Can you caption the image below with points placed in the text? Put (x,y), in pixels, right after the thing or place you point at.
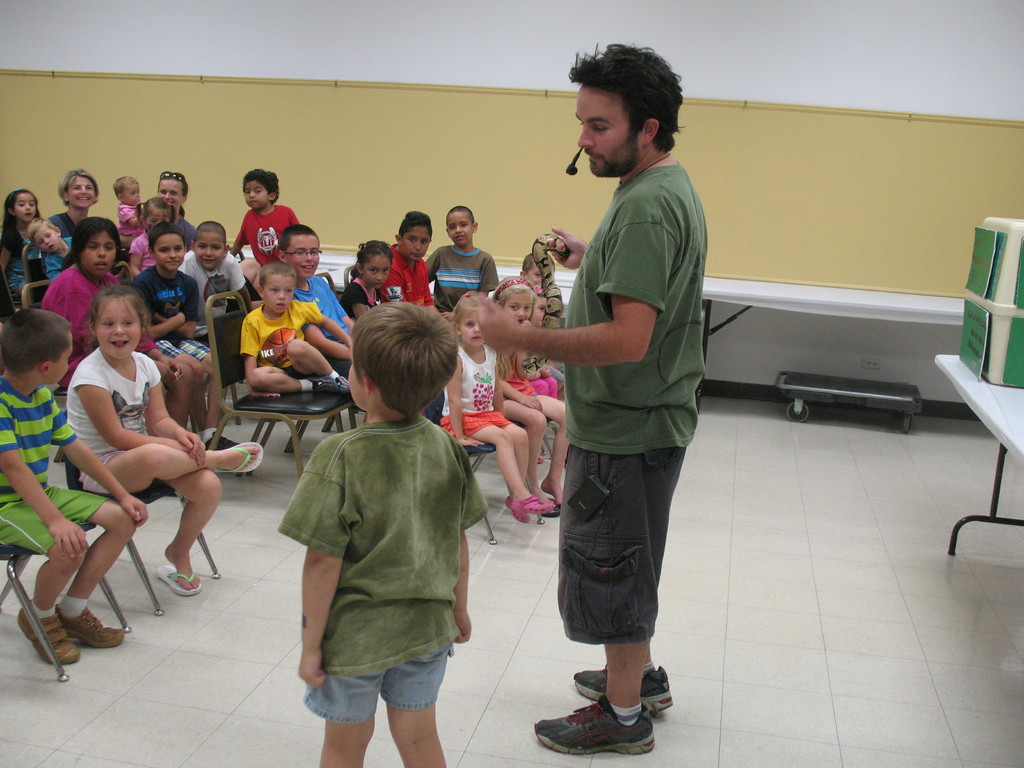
On the left side (183,285) there are many children (180,344) sitting on chairs (223,393). There is a boy (397,522) standing. Near to him a person (612,393) is standing and wearing a mic (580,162). In the back (420,30) there is a wall (765,85). On the right side (986,400) there is a table (981,416). On that there is a box (964,328).
